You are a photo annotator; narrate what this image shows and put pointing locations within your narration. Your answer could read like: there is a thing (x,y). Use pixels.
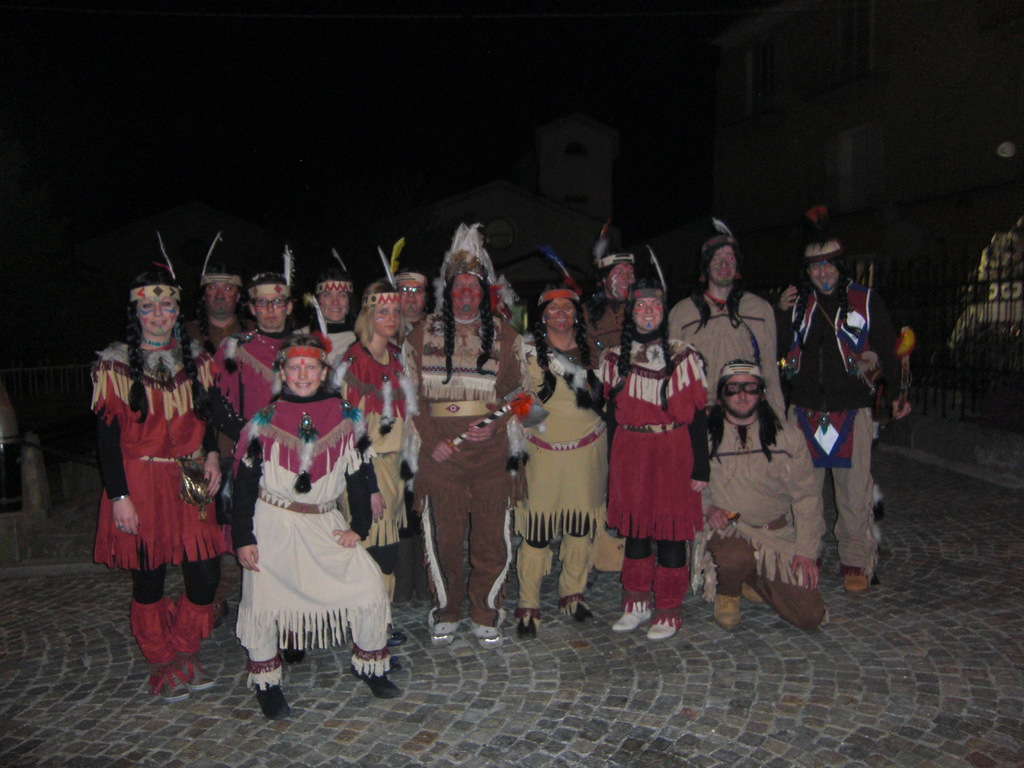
In this picture we can see group of persons (817,382) standing on the ground (466,663). Everyone is wearing ancient dress (499,353). At the top (470,27) we can see the darkness (554,79).
